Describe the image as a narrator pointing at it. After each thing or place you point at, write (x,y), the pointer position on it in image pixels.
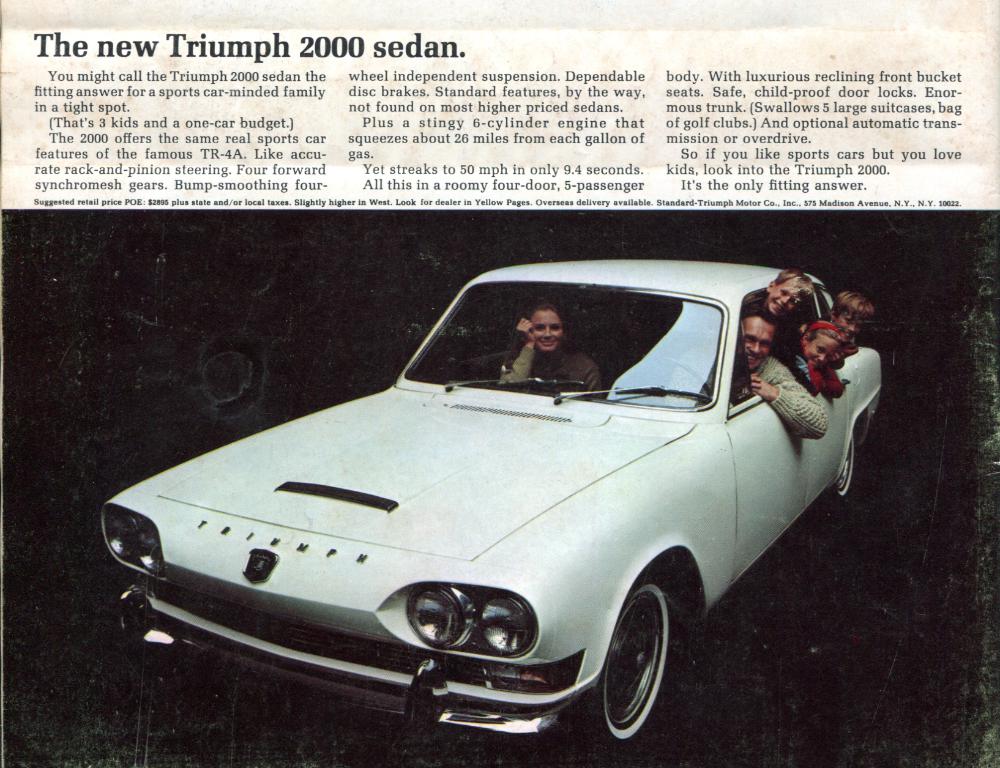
In this image I can see a white color car (636,524) and few people (580,366) are sitting inside the car (607,333). Background (172,347) is in black color and something is written on it.
